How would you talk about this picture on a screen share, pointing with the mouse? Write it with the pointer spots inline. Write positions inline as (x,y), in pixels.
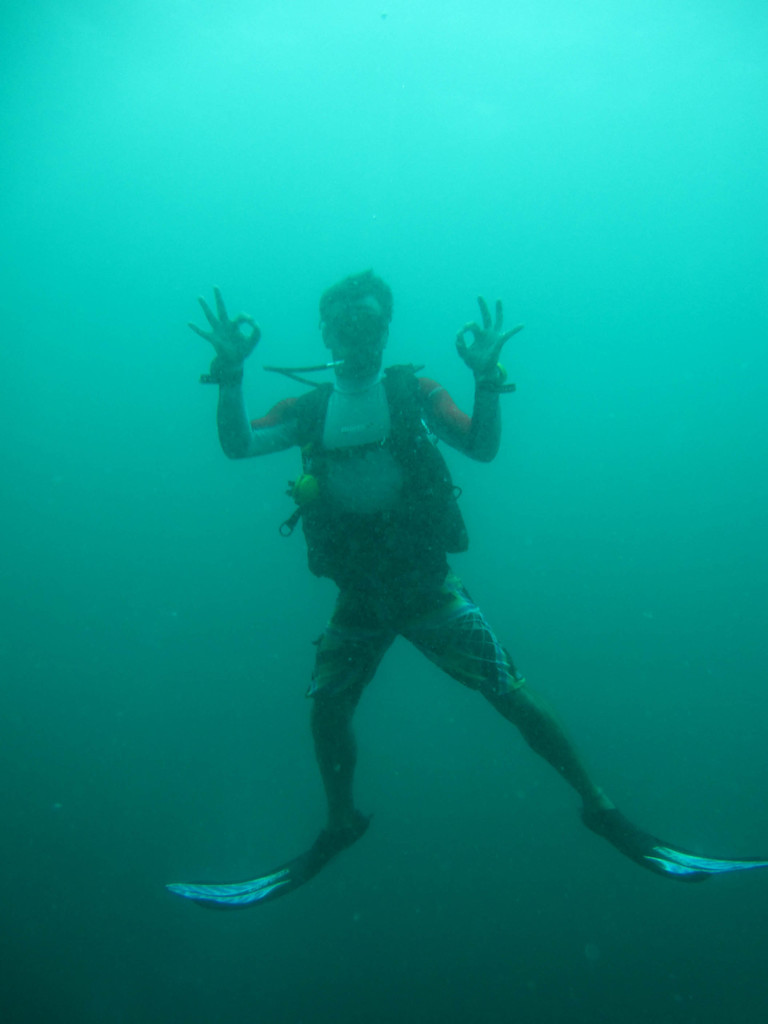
In this image we can see a person (417,632). In the background of the image (55,809) there is water (223,867).
